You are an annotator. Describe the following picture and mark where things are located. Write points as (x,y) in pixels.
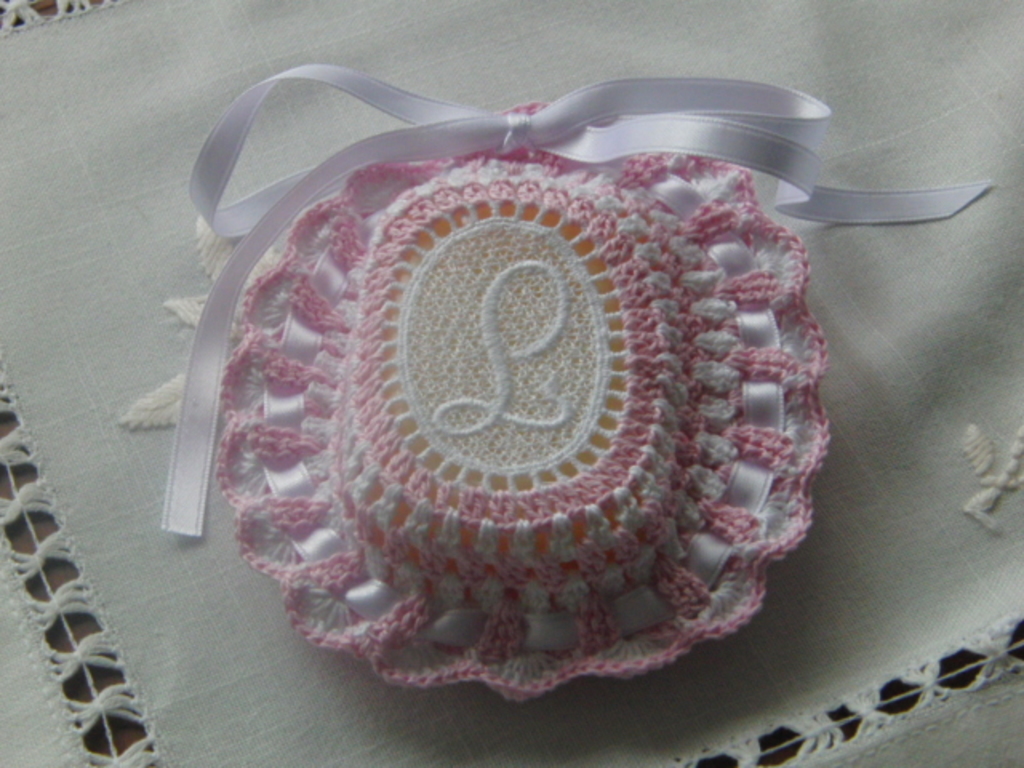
At the bottom of the image (234,573) I can see the white color cloth (155,116). At the top of the cloth (597,21) I can see one designed object (465,355).
